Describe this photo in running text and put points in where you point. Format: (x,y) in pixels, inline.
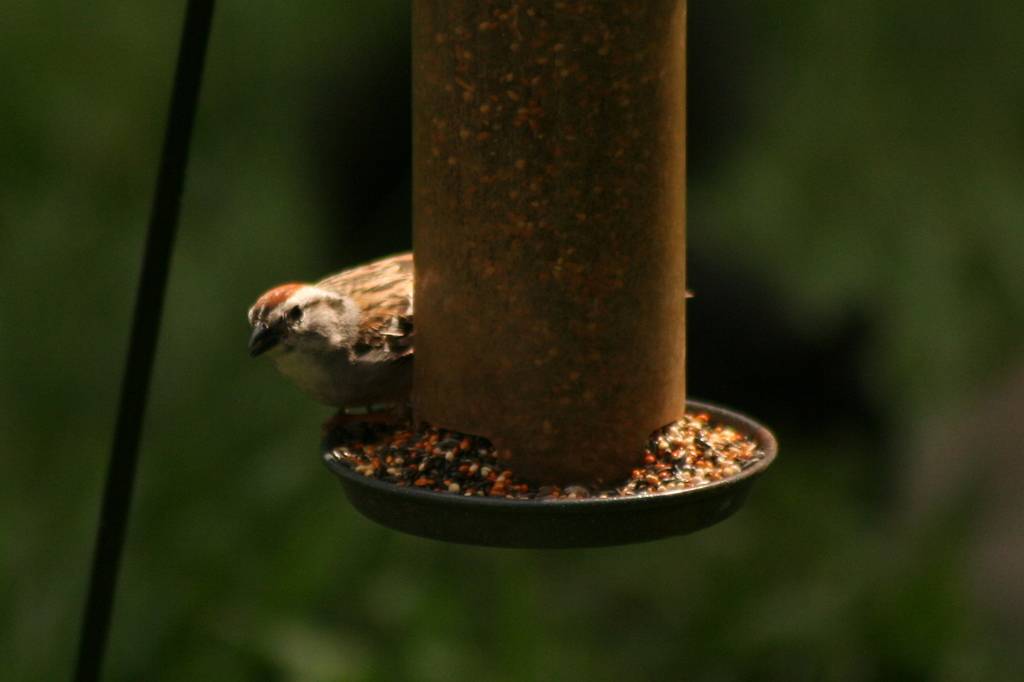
In the center of the picture (610,295) there is a round shaped object (531,476) in which we can see grains (717,454) and there is a bird (339,330) also. Towards left (187,68) there is a black color cable like object (203,30). The background (80,131) is blurred.
